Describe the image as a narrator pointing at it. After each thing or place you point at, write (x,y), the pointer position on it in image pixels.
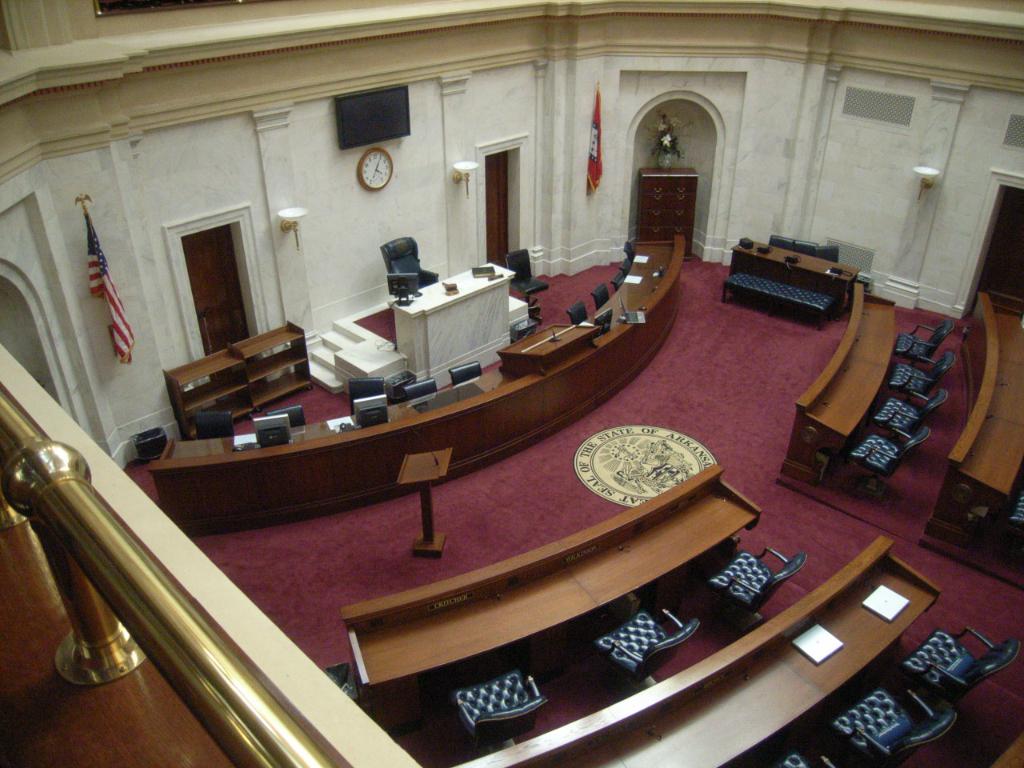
In this picture I can see there is a table (695,598) and chairs (893,705) are assembled here and there is another chair (412,257) and table (403,339). On the wall (399,216) there are two flags (87,197), and there is a watch (381,158) and a television screen (396,112).
